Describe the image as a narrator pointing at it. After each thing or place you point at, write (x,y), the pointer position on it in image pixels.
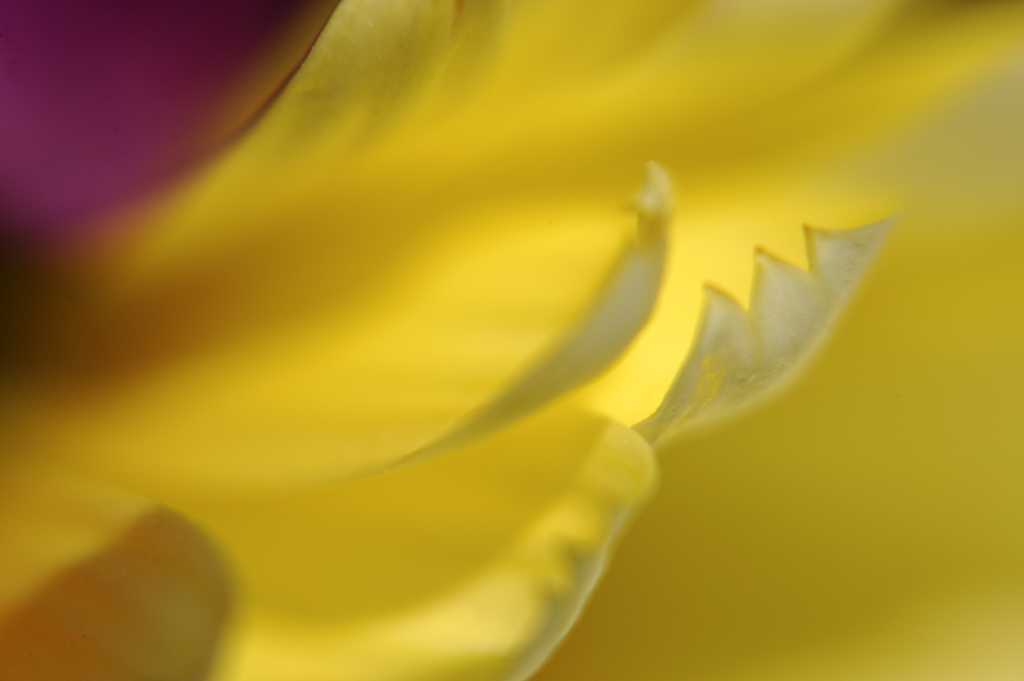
In this picture the image is not clear but we can see objects (388,363).
